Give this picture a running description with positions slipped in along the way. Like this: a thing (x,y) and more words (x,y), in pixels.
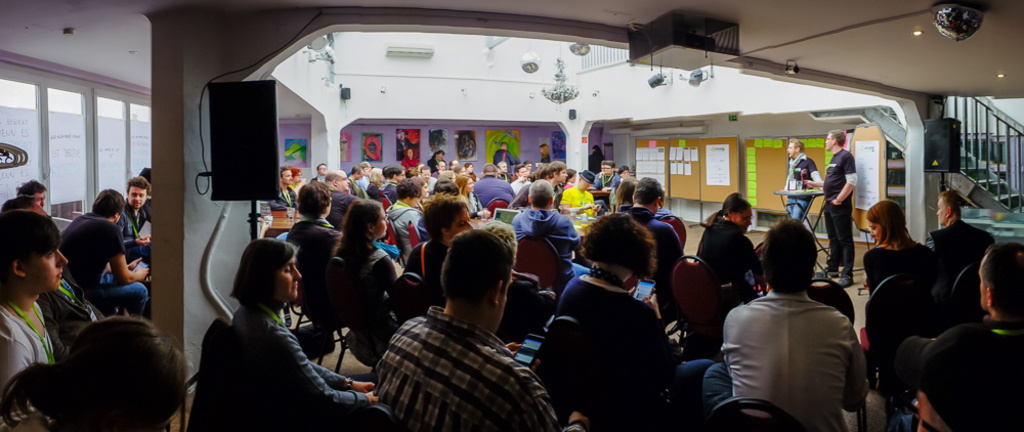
In the image we can see there are many people (458,232) around they are sitting and some of them are standing, they are wearing clothes (841,157). There are sound boxes (256,146), cable wire (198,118), fence (965,115), stairs (962,150), table (806,193), bulletin board (768,191), papers (713,170) and a floor (852,292).
